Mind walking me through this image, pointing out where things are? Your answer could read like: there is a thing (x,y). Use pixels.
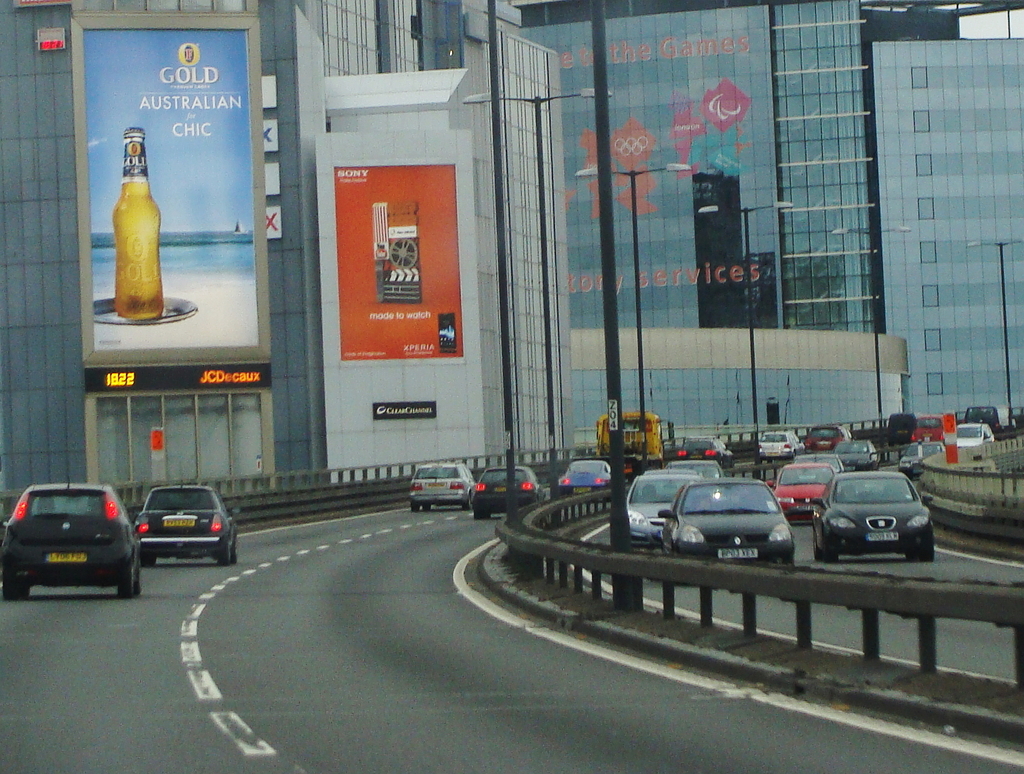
In this image, we can see vehicles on the roads (594,648). Here we can see railings (944,470), street lights (628,175), and poles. Background (573,157) there are few buildings (66,240), banners (365,199) and glass objects (788,284).
